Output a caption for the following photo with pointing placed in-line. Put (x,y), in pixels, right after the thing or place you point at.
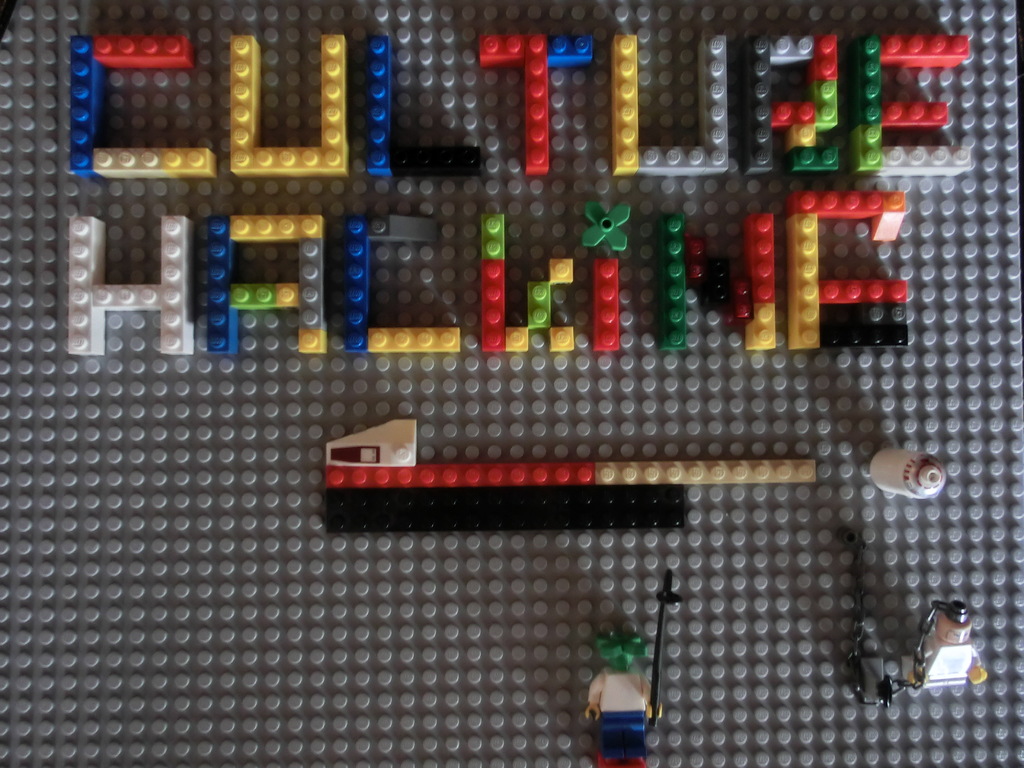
In this image there are few building blocks (512,330). Few toys (606,753) are at the bottom of the image (606,747).
